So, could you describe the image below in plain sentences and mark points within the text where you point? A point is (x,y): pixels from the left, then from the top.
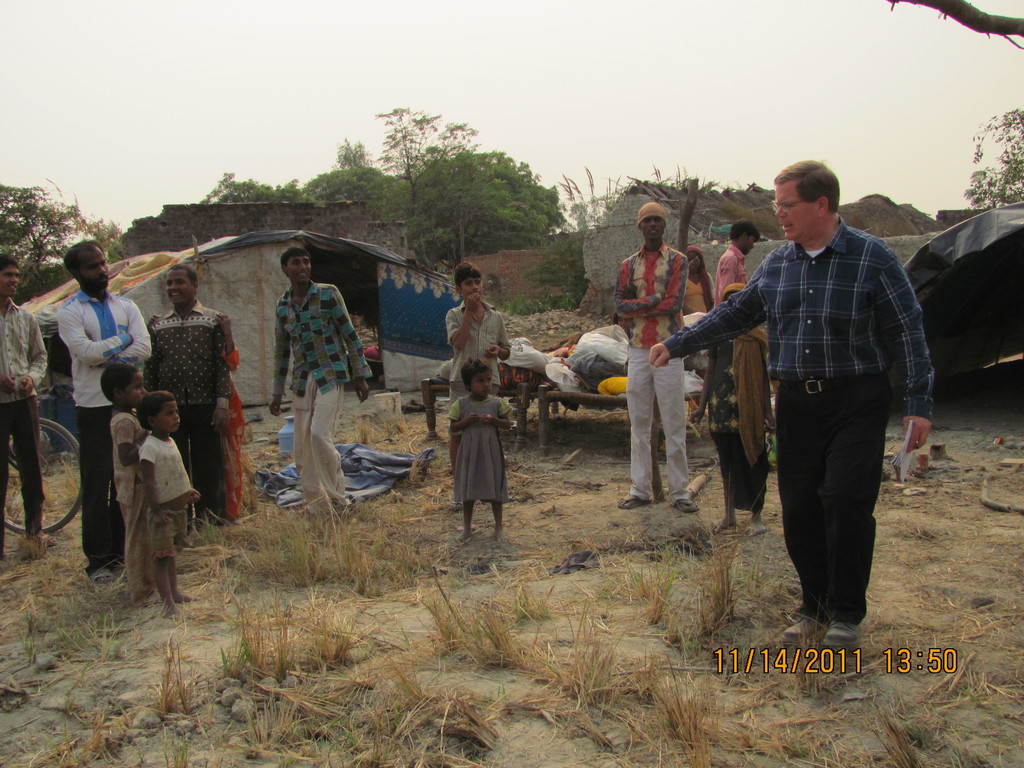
As we can see in the image there is dry grass (183,575), few people (143,574) here and there, houses (268,350), trees (360,191) and on the top (355,29) there is sky (663,42).
